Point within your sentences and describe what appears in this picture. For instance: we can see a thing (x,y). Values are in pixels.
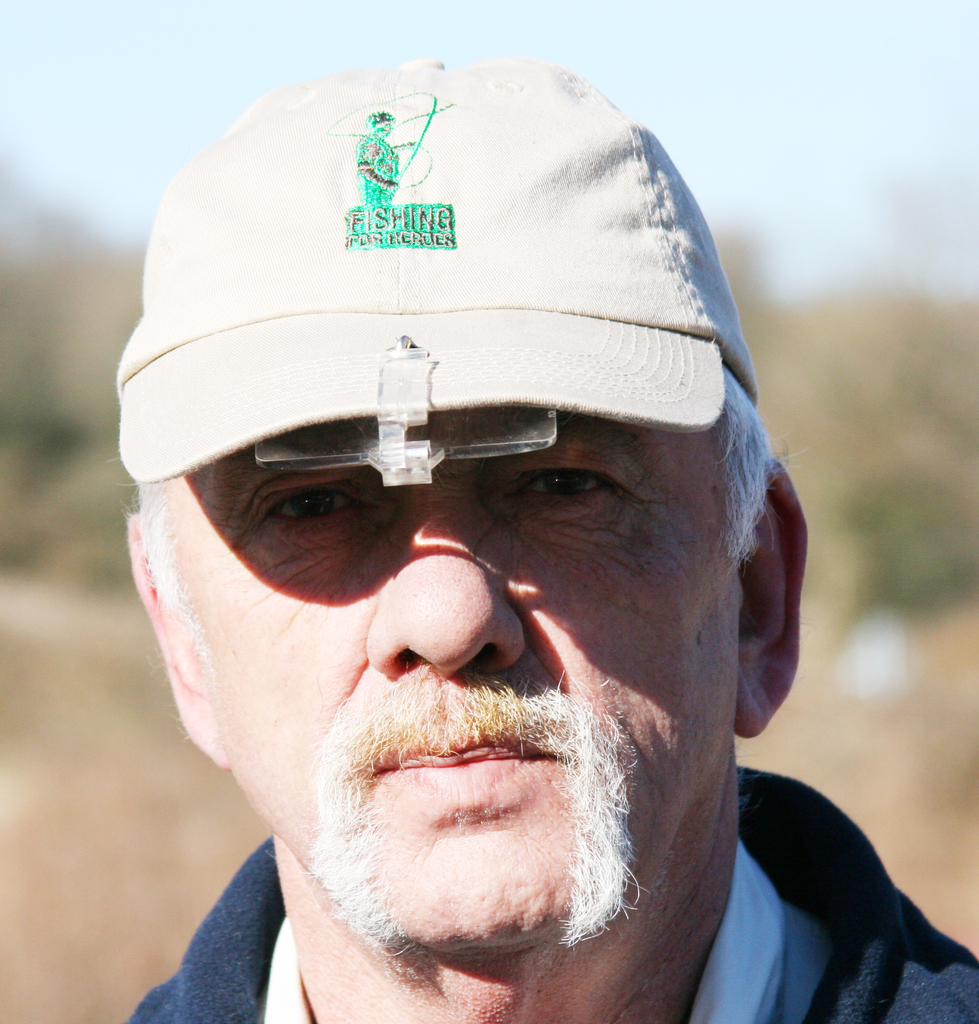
In this image I can see a person (692,564) wearing a white color cap (432,193) and in the background (41,85) I can see the sky (891,121).
